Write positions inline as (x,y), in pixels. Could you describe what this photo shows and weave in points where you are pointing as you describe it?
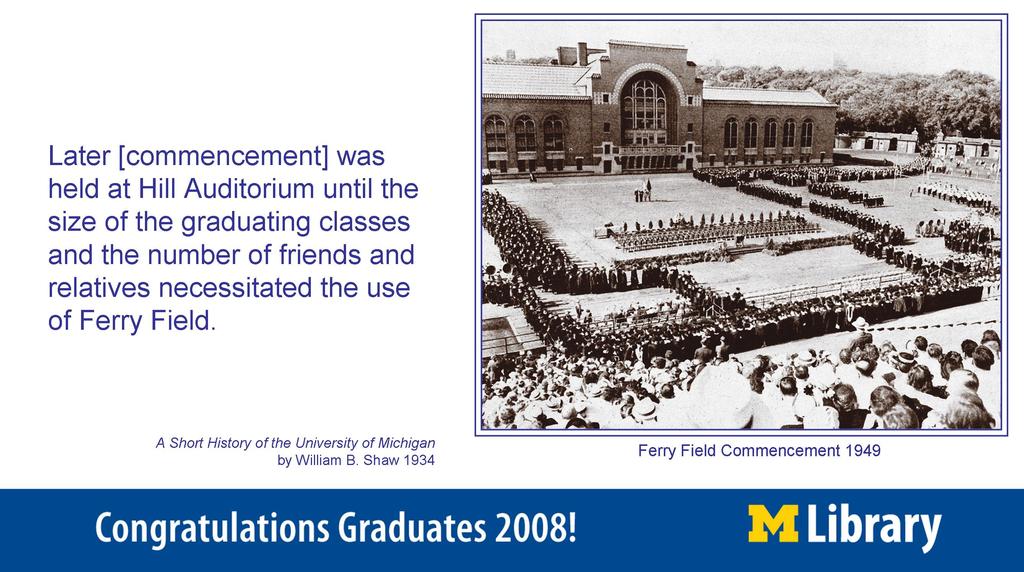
In this image there is a poster (343,224) with some text (372,215). Beside the text (372,215) there is a old photograph (654,228). In the photograph (721,178) there is a building (635,103). In front of the building (760,123) there are people (751,308) sitting and standing in an organised way. In the background of the image (888,95) there are trees (908,95) and sky (909,41).
